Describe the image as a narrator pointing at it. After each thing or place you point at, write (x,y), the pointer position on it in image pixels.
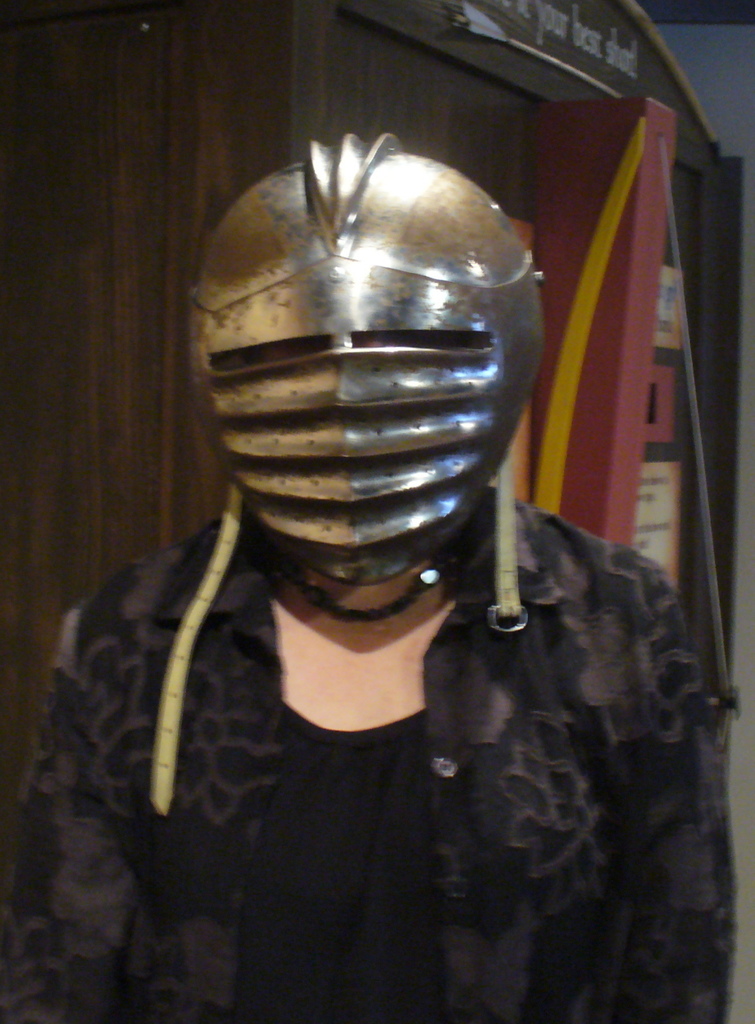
In this picture, we see a woman (344,853) in the black dress (359,798) is wearing the knight helmet (314,362). Behind her, we see a pole (591,184) or a pillar (605,292) in red and yellow color. On the left side (167,108), we see a brown wall (226,176). In the background (747,462), we see a white wall (745,163). At the top (603,55), we see some text (613,55) written on it.
